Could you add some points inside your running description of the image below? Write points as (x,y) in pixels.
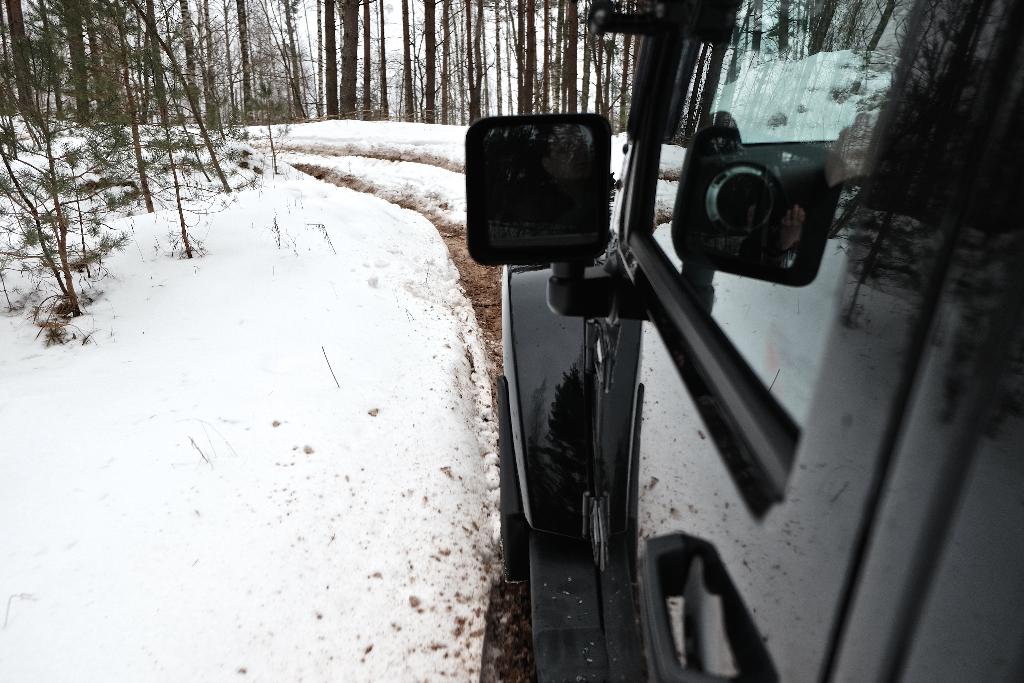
In this image in the front (660,377) there is a car (668,401) which is black in colour. On the left side (277,391) there is snow (290,371) on the ground (268,327) and in the background (281,68) there are trees (431,66).
